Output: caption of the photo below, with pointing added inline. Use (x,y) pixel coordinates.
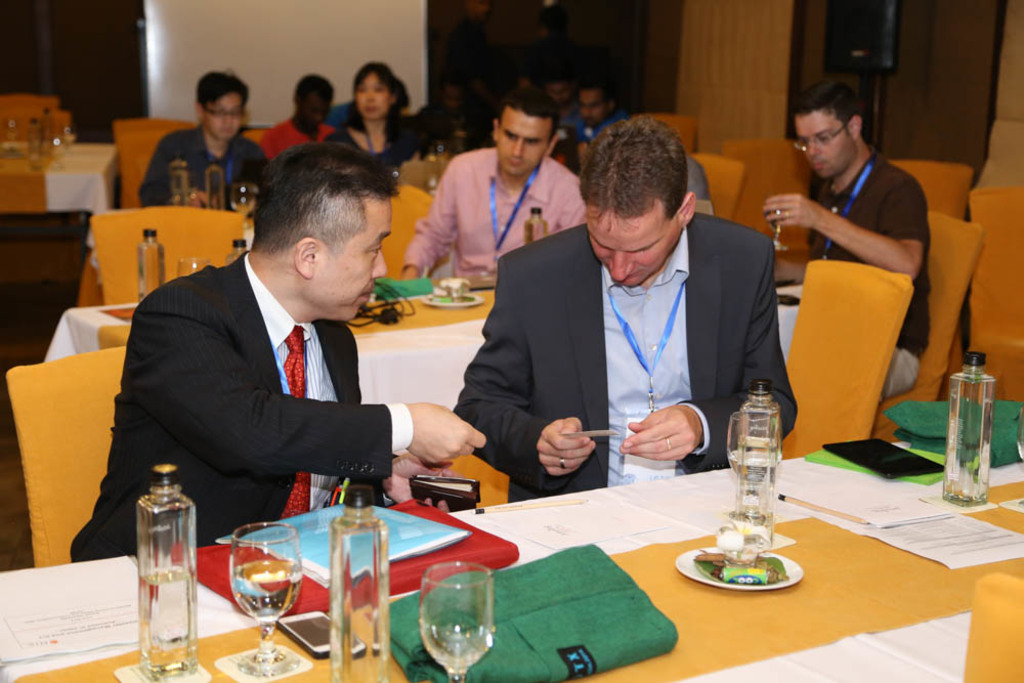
In this picture, we can see a few people (225,366) sitting, and we can see tables (317,660), and some objects (758,561) on tables (774,511) like plates (702,558), jars (175,569), glasses (457,563), and we can see chairs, and the wall (815,77).
